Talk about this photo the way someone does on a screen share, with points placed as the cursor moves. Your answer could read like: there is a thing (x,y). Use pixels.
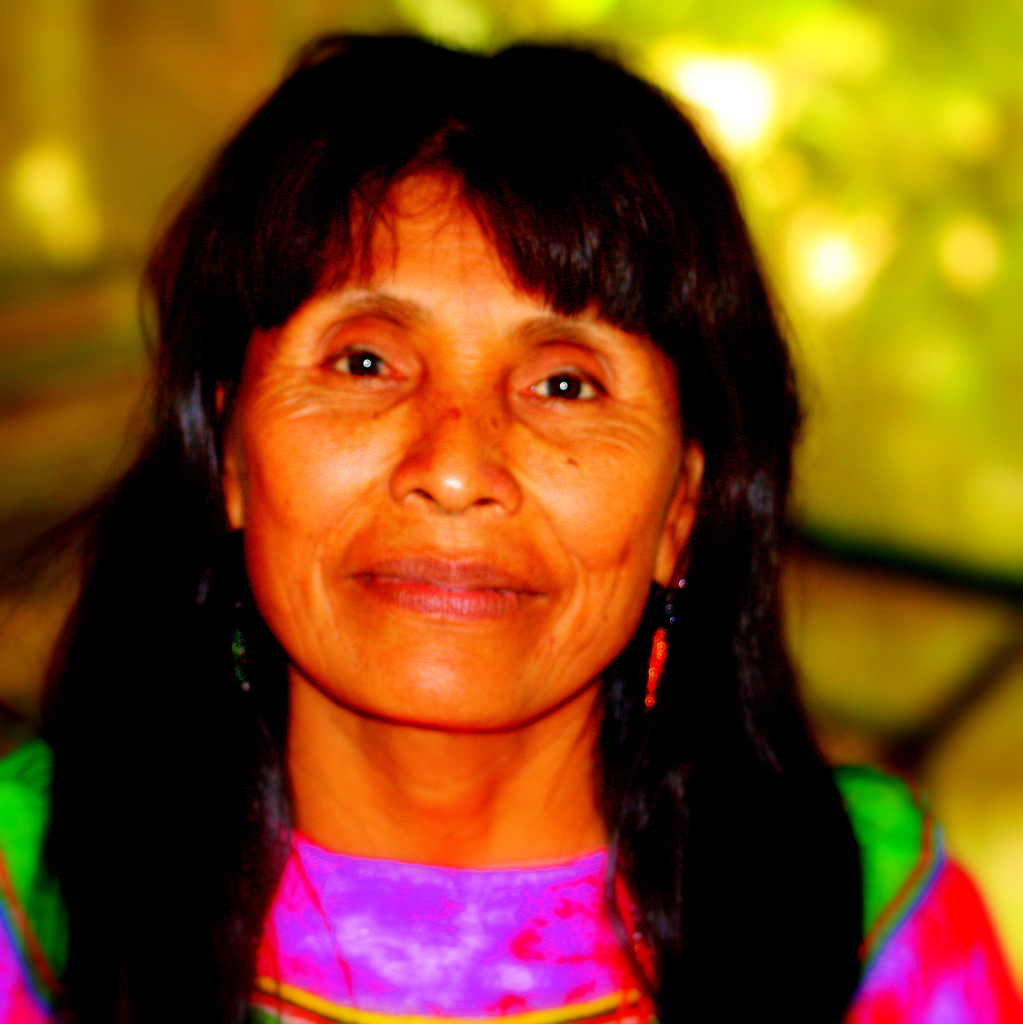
There is a woman (319,601) wearing earrings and smiling. In the background (251,79) it is blurred.
